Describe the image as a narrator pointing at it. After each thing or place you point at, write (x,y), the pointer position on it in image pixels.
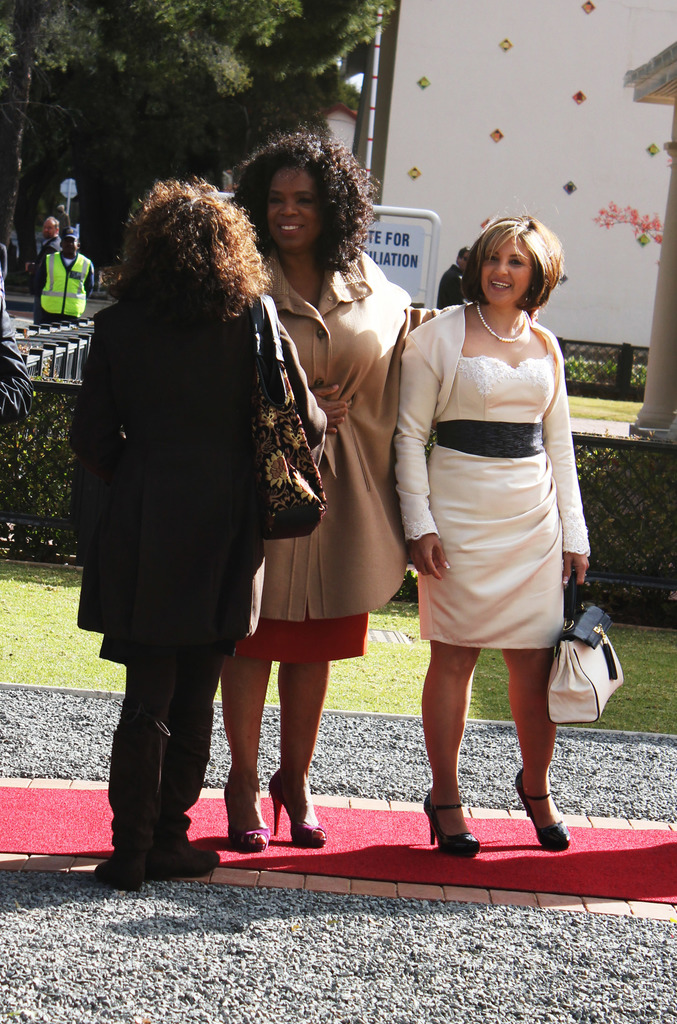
In this picture there are three woman (397,459) standing on a red carpet (401,826) and there are small rocks (497,806) on either sides of them and there is a fence (40,371), building (393,104), trees (81,230) and few other persons (55,241) in the background (56,212).
